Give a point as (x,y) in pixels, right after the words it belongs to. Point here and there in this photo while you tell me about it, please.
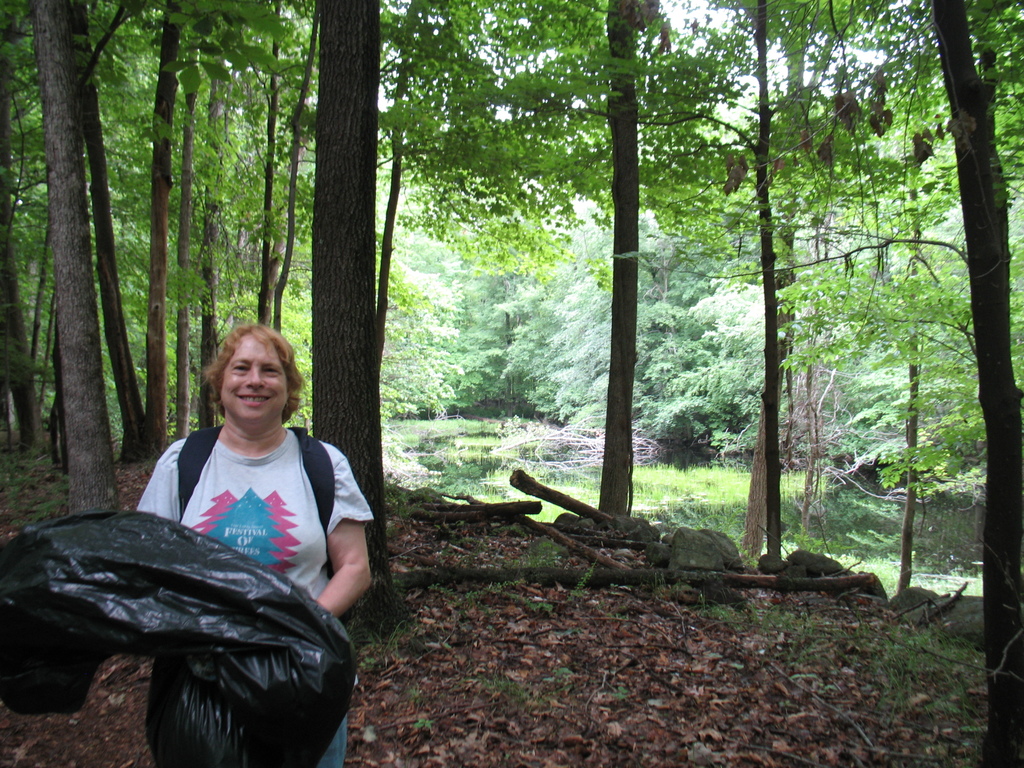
In this image we can see a person (258,390) standing and smiling and holding a black color cover (272,659). In the background (263,239) we can see many trees (919,191) and at the bottom (646,681) there are dried leaves (648,666). Water (469,473) is also visible in this image.
